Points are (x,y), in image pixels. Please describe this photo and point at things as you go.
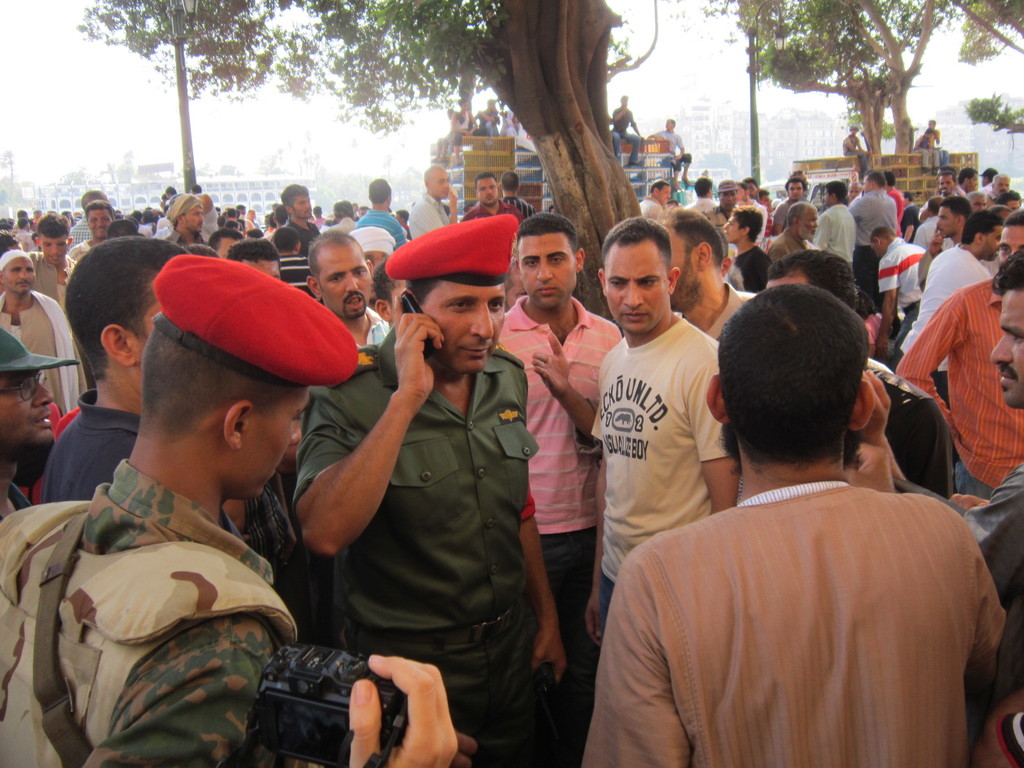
in this image there are group of people (275,490) standing and few among them are wearing an army uniform (492,646), in the background (716,160) there are a few trees (888,136) and buildings (696,163).
